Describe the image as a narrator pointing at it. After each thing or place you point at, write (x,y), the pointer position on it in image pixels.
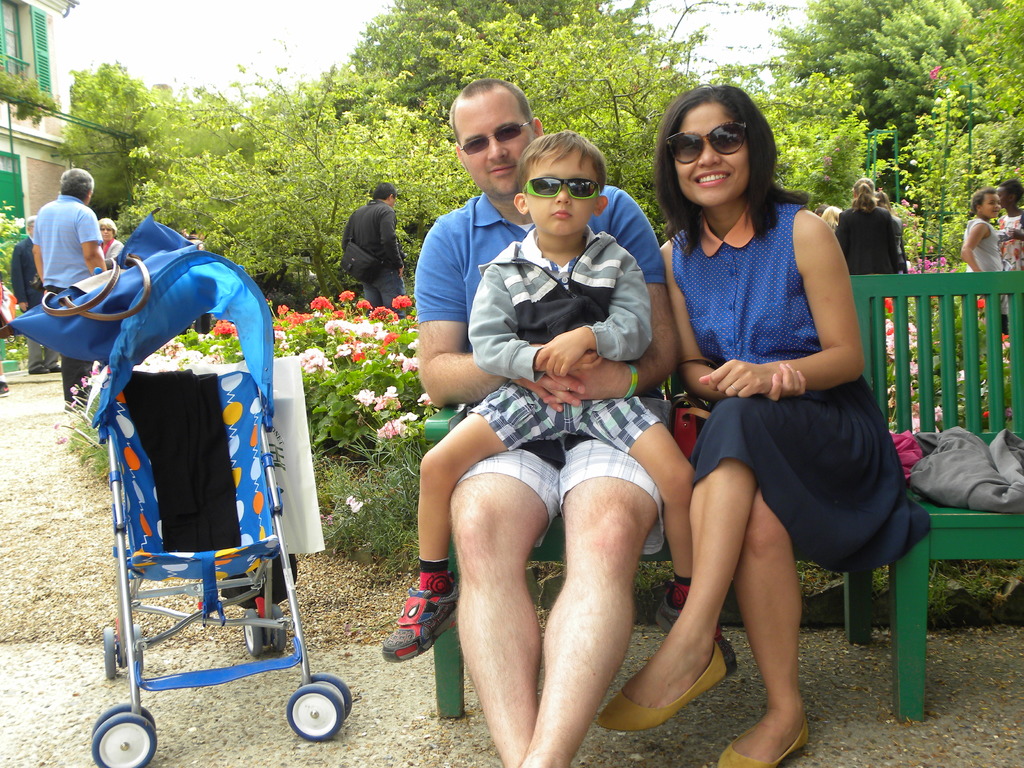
In this image, we can see a few people (634,324). We can see the ground (352,693). We can see some plants (393,342) with flowers (407,317). There are a few trees (423,171). We can see a baby trolley (183,470). We can see some poles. We can see a house (10,49) on the left (16,24). We can see the sky (249,2). We can see the bench (922,298).
